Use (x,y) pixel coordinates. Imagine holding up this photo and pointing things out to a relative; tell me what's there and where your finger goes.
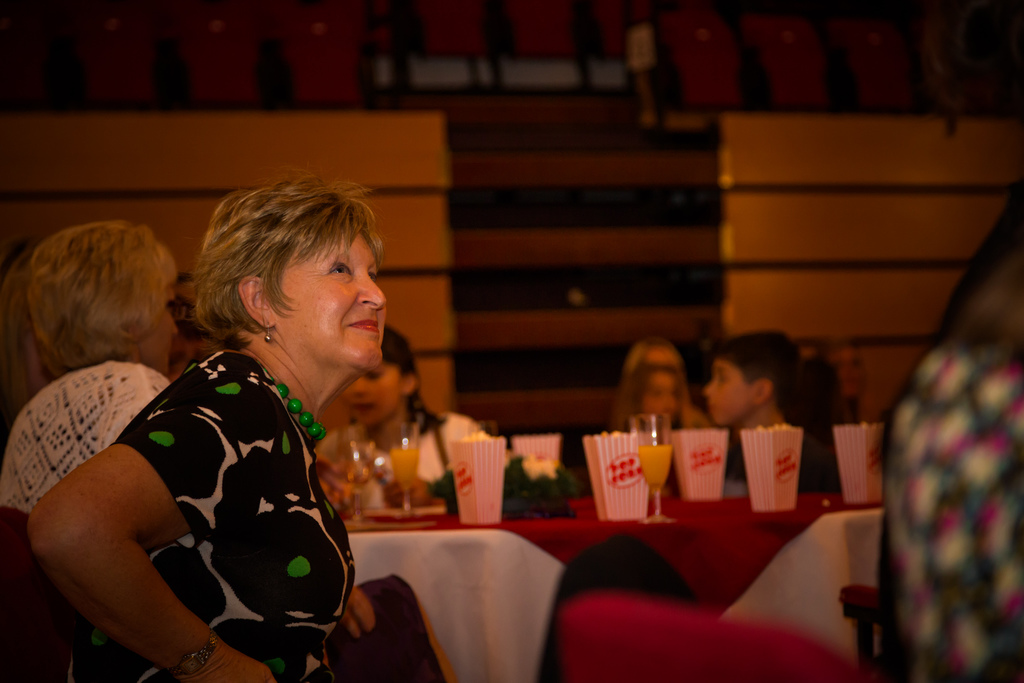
In this image i can see few people (302,380) sitting on chairs (667,571) around the table (739,541). On the table (582,517) i can see few glasses (409,473) and few cups (603,456).
